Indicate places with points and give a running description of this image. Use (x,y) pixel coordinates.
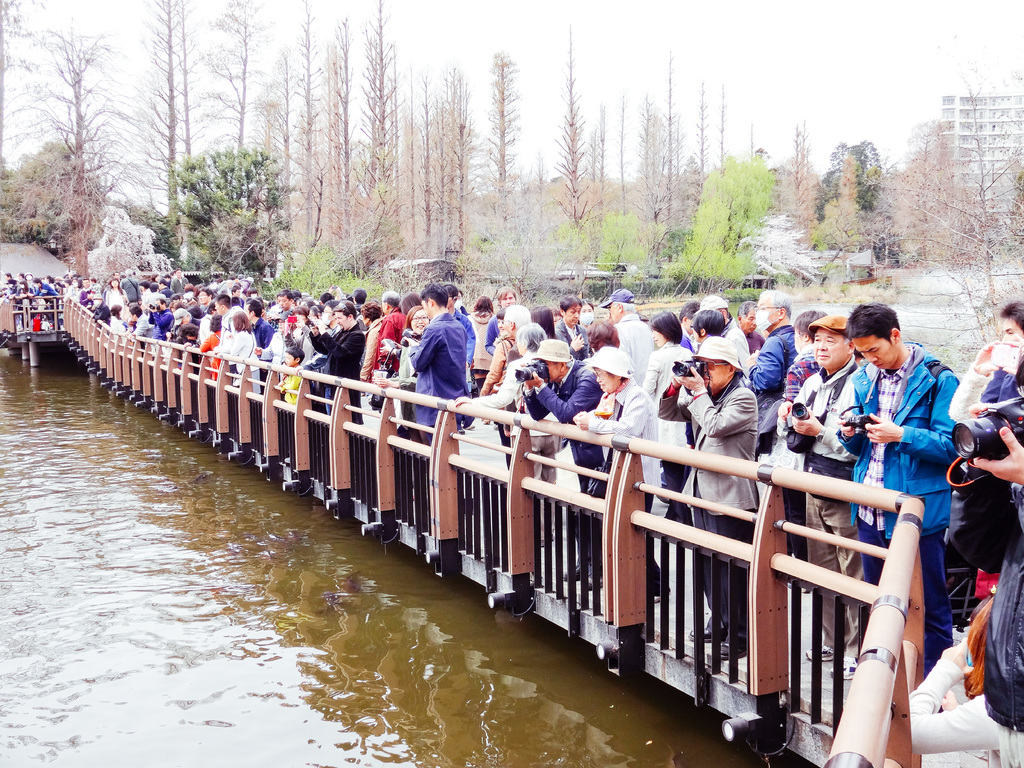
In this picture we can see group of people (891,455), few people (891,471) holding cameras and they are all standing on the bridge (668,597), on the left side of the image (136,577) we can see water (214,577), in the background (334,233) we can find few trees (745,164) and a building (974,156).
